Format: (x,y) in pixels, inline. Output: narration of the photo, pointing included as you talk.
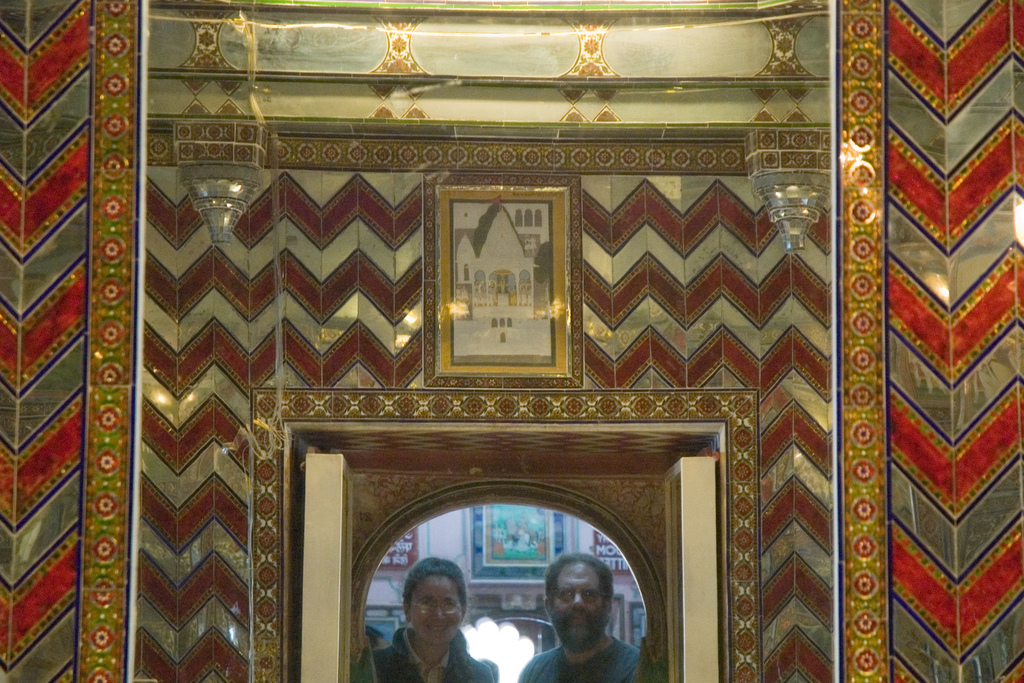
In this image, in the middle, we can see a mirror (342,460), in that mirror (386,665), we can see the reflection (395,632) of two persons (429,660), we can see the decorated walls (963,223).
